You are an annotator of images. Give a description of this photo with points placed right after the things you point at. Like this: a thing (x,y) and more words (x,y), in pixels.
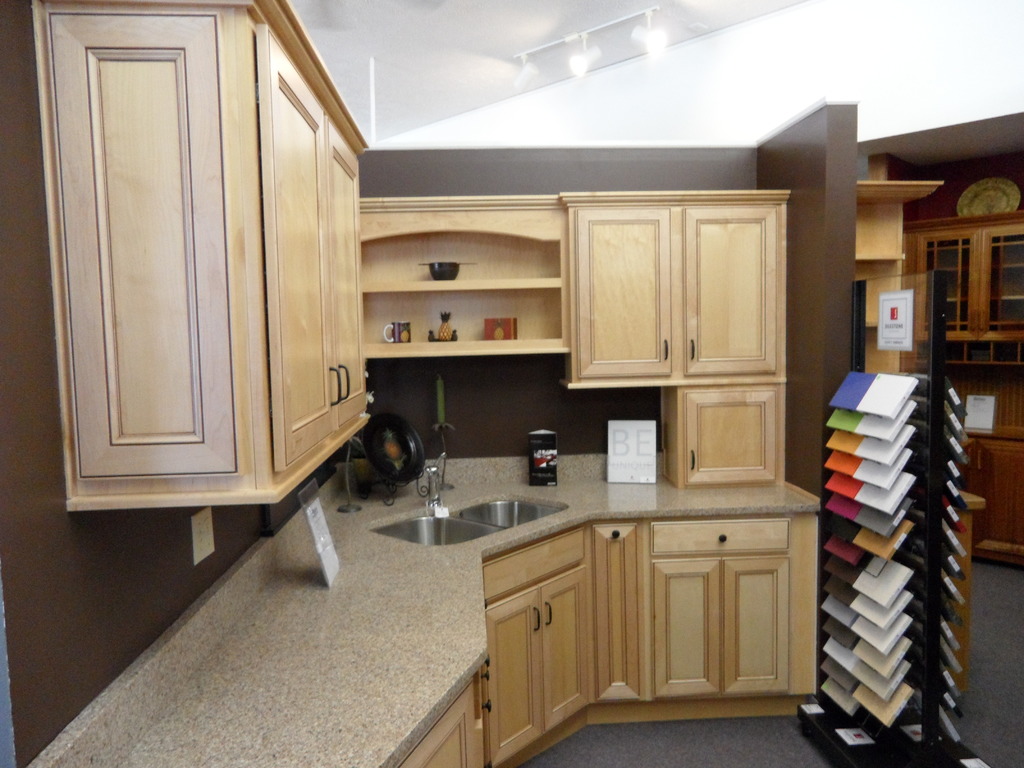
This image consists of a kitchen (607,191) which is filled with cupboards (206,437) made up of wood (618,625). In the middle (501,507), there is a wash basin (454,519) along with the tap (434,487). There are boards (328,546) kept on the desk (497,491). To the right (923,510), there is a stand (923,596) to which there are many boards (863,617) fixed. At the bottom (682,746), there is a floor (690,746). To the top (670,39), there is a roof (672,26).
